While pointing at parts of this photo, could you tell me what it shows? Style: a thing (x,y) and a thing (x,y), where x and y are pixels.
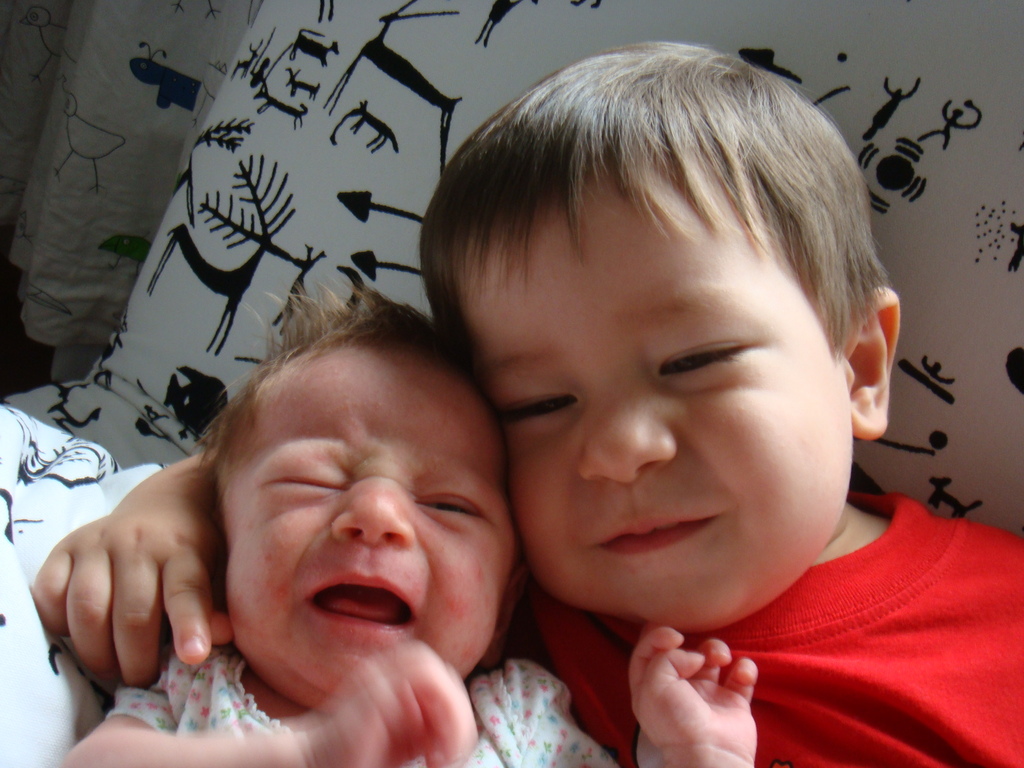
In this picture there is a small boy (622,504) wearing red t-shirt (786,701) is lying on the white color pillow (961,154). Beside there is a small baby (439,503) who is crying.
